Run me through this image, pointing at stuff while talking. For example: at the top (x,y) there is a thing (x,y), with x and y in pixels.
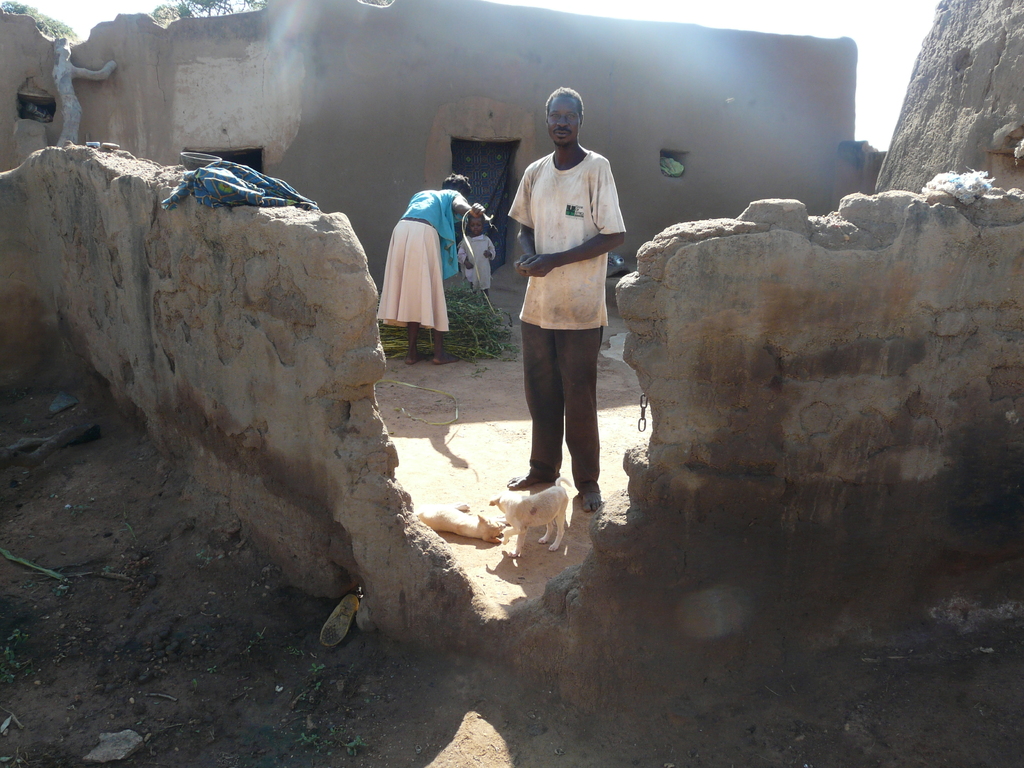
In the middle of the image (540,504) we can see a man (537,349) and two dogs (510,513) on the ground (517,411). Behind the man (554,294) we can see women (450,225) and a child (487,261). In the background (488,128) we can see sky (867,88), trees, blanket (221,179), sand (439,369), wall (856,349) and a heap of grass (468,344).
